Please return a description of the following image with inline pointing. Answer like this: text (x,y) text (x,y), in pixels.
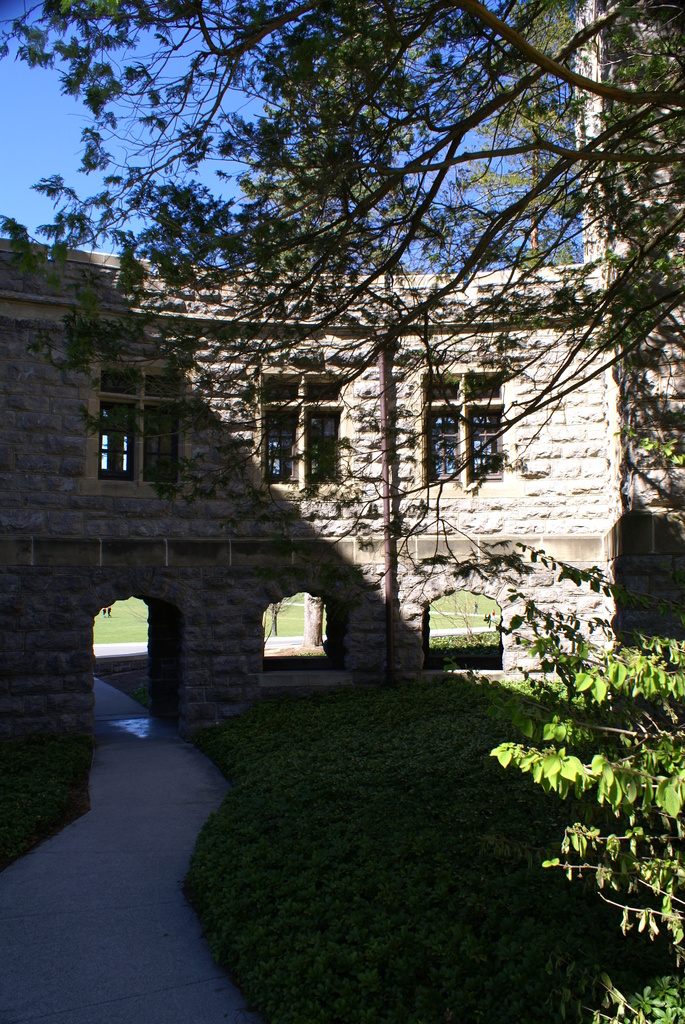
In the center of the image (453,480) we can see the sky (17,93), branches (577,287) with leaves (435,54), grass (442,784), plants (442,774), one building (542,514), windows (131,477) and pillars (347,663) with arches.
